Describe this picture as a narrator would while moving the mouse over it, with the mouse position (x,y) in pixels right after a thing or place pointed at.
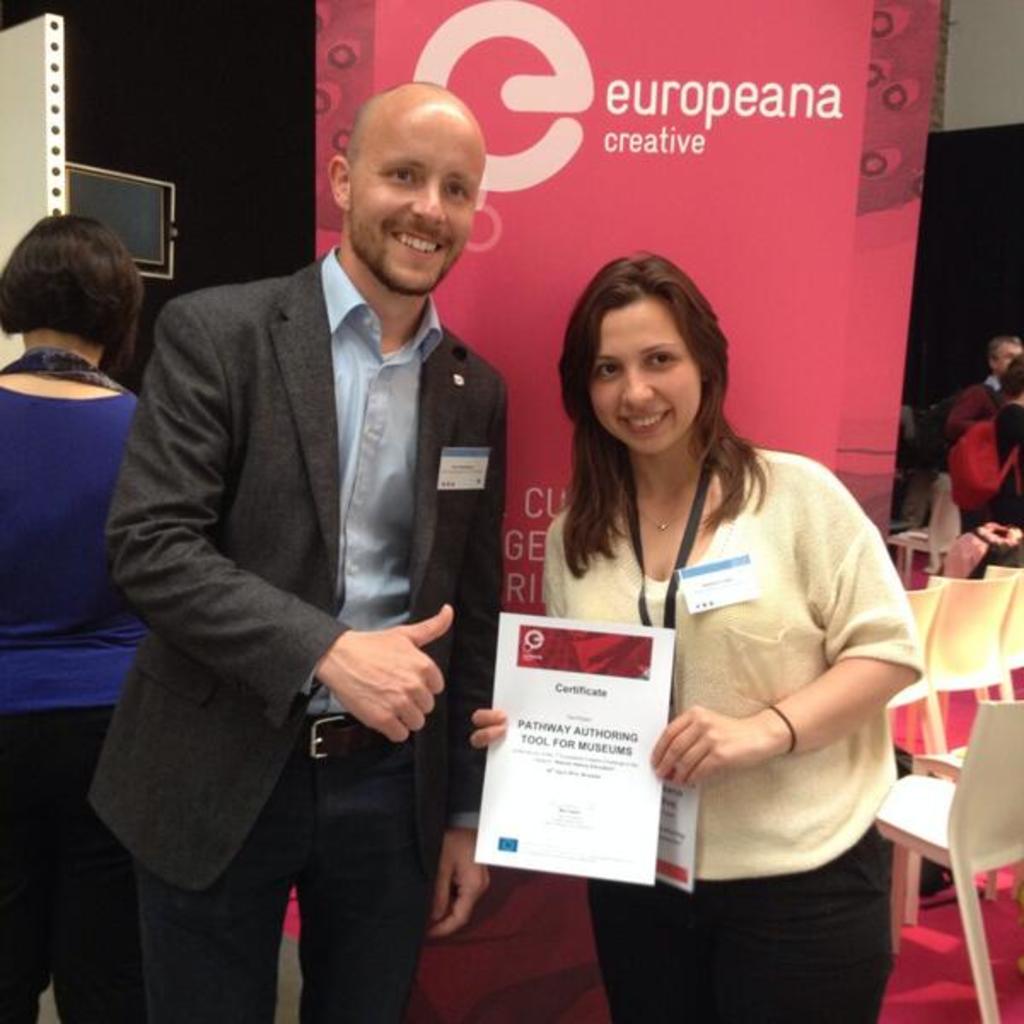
In this image I can see two people (440,89) standing in the center Of the image (415,677) woman (759,563) on the right hand side (707,653) is holding a paper (652,738) with some text (532,733). I can see a banner (668,92) behind them with some text (710,114). I can see other people (87,239) behind them. I can see some chairs (937,578) on the right hand side (1010,667).
